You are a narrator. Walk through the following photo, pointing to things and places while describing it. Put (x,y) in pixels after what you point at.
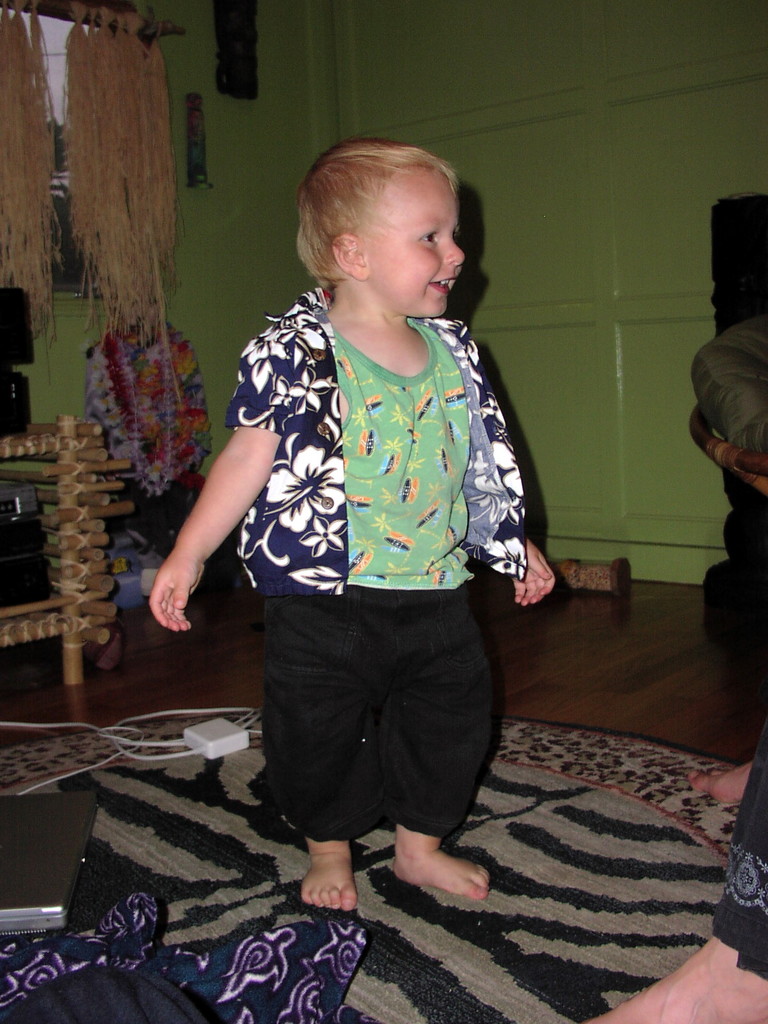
In this image I can see a boy (408,539) standing on the carpet (458,839), in front (734,923) there is a person legs (729,933), side I can see laptop (60,870), cloth (128,963) and some objects (82,540).
